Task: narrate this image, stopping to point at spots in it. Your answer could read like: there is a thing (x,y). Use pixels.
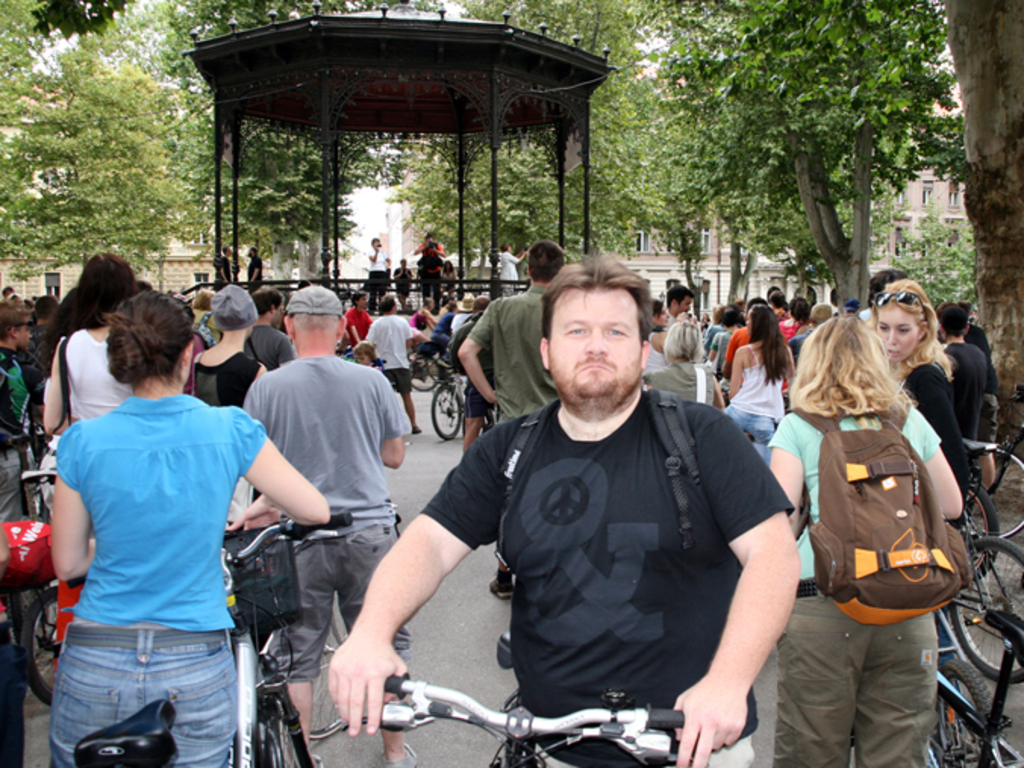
here in this picture we can see the persons (482,457) standing on the road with their bicycle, here we can also see the trees (806,124) near the persons (596,369), here we can also see the gazebo (377,51) on the road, here we can see the buildings (171,253) away from the persons (435,251).
